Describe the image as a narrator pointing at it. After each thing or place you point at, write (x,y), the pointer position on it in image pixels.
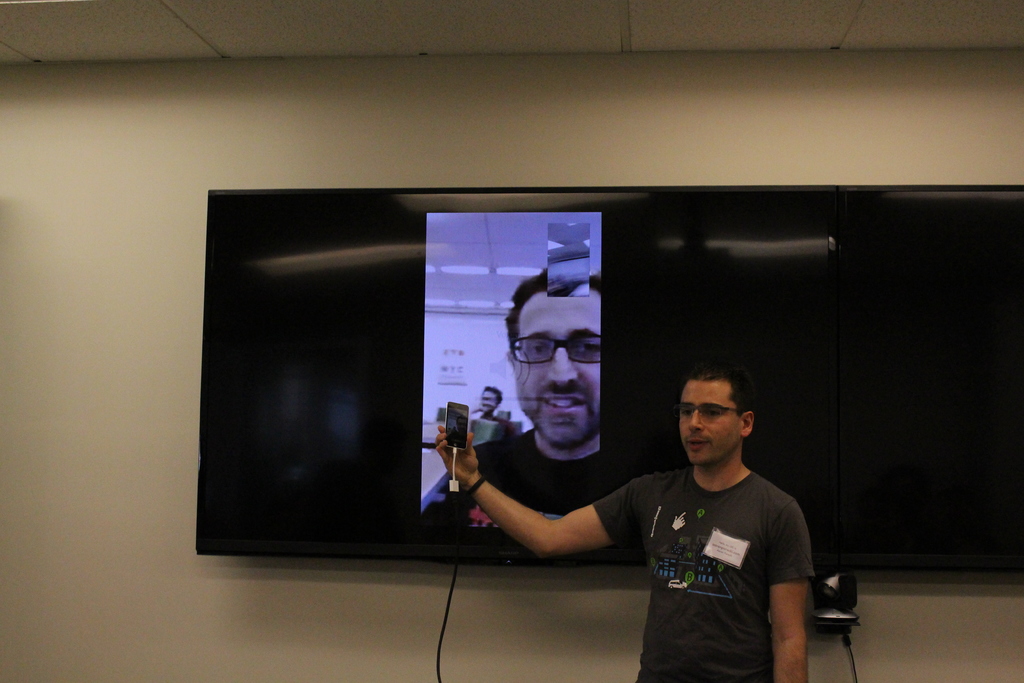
In the image we can see a man (688,587) standing, wearing clothes (698,555), spectacles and holding a device (451,441) in hand (469,454). Here we can see the screen (495,299), in it there are people (555,417) wearing clothes (558,471). Here we can see cable wire (455,458) and the wall (442,613).
